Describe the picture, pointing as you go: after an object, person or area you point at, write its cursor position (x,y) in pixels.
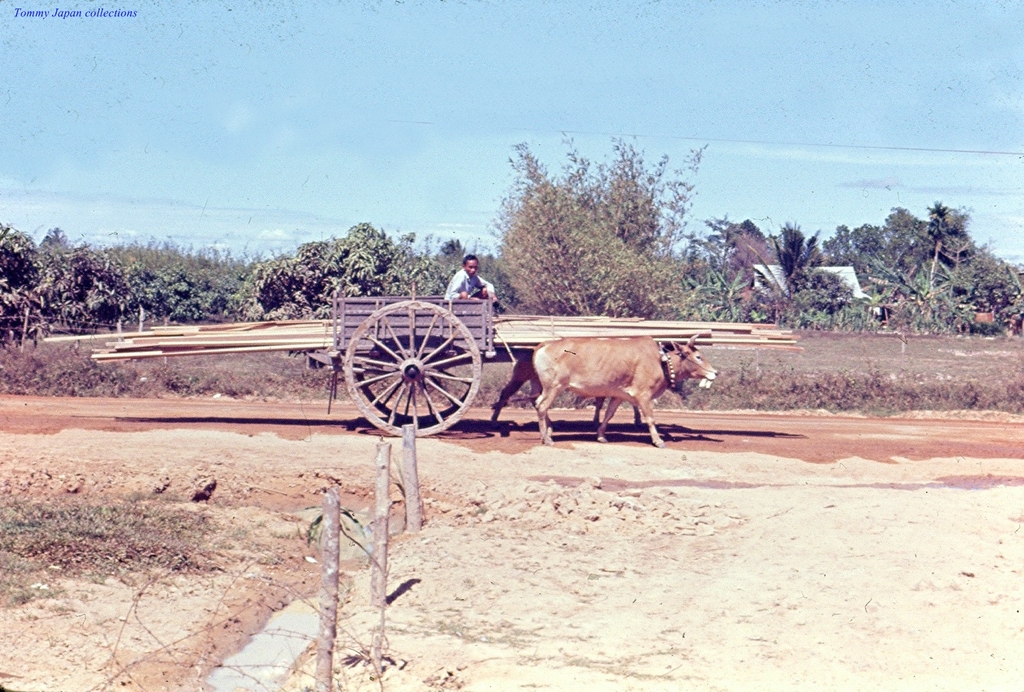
In this image there is the sky (505,72) towards the top of the image (442,139), there is text (66,18) towards the top of the image (56,10), there are trees (675,293), there are plants (193,307), there is a bullock cart (471,309), there are objects (188,336) on the bullock cart (435,324), there is a man (471,277) sitting on the bullock cart (457,309), there is ground (298,606) towards the bottom of the image (735,578), there are wooden sticks (375,552) on the ground (351,573).
